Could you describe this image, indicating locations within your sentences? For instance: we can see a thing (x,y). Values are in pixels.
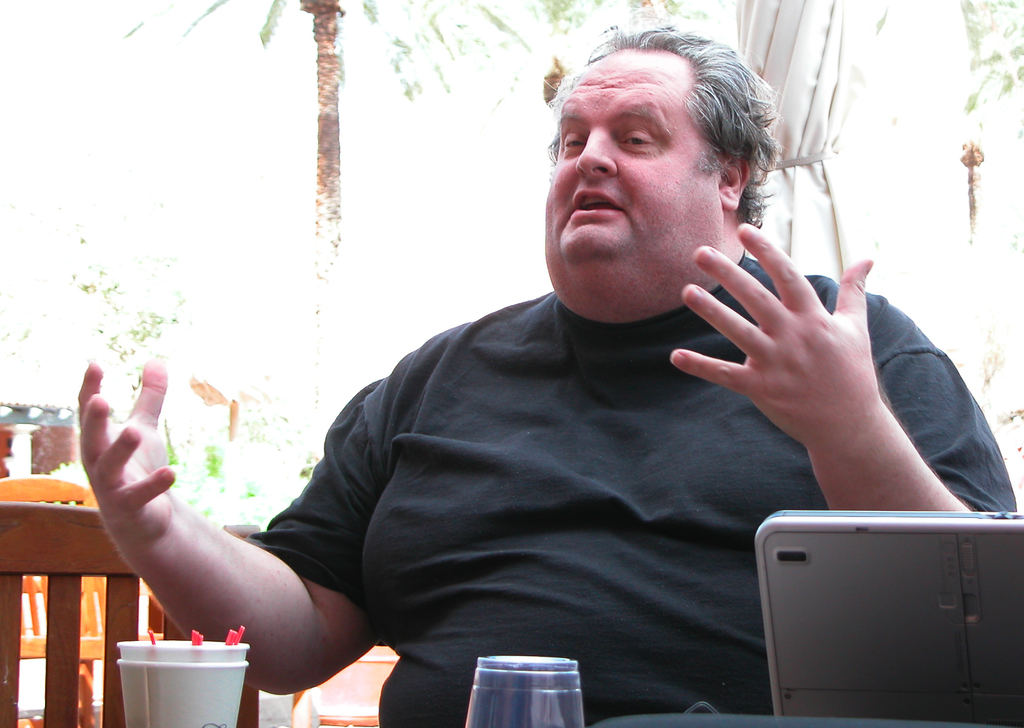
In the image in the center (517,313) we can see one person (584,338) sitting on the chair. In front of him, we can see laptop (850,536) and glasses (145,678). In the background (35,644) we can see trees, curtain (797,94), tables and few chairs (42,479).
